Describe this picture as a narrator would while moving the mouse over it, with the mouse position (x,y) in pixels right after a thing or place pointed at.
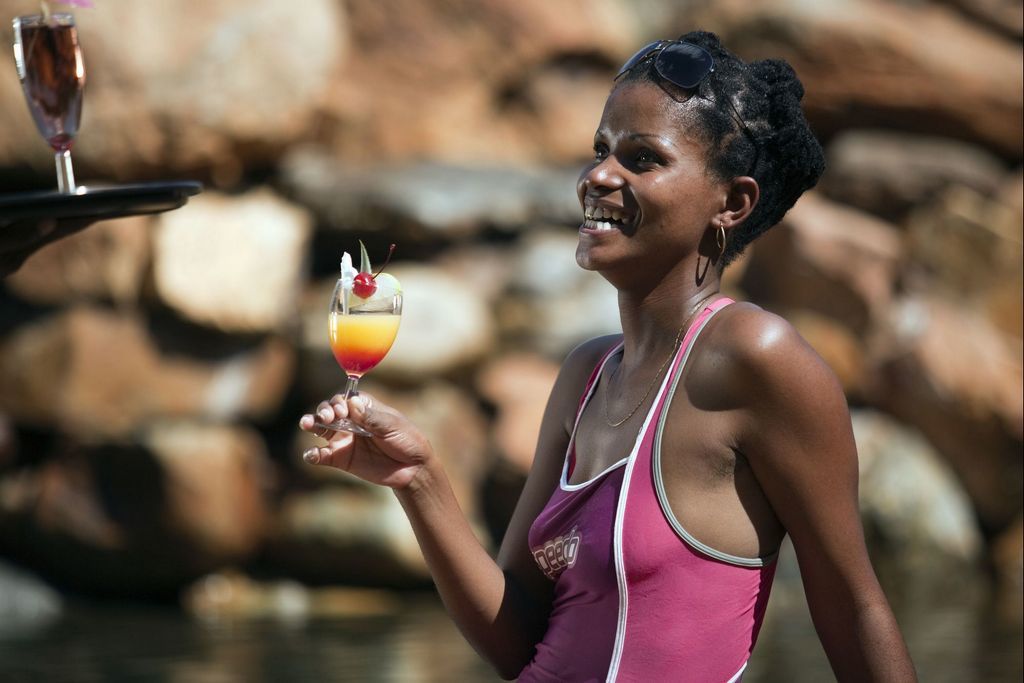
In this image, we can see a person (734,345) on the blur background holding a glass (359,365) with her hand (355,468). There is an another glass (73,99) in the top left of the image (79,74).
